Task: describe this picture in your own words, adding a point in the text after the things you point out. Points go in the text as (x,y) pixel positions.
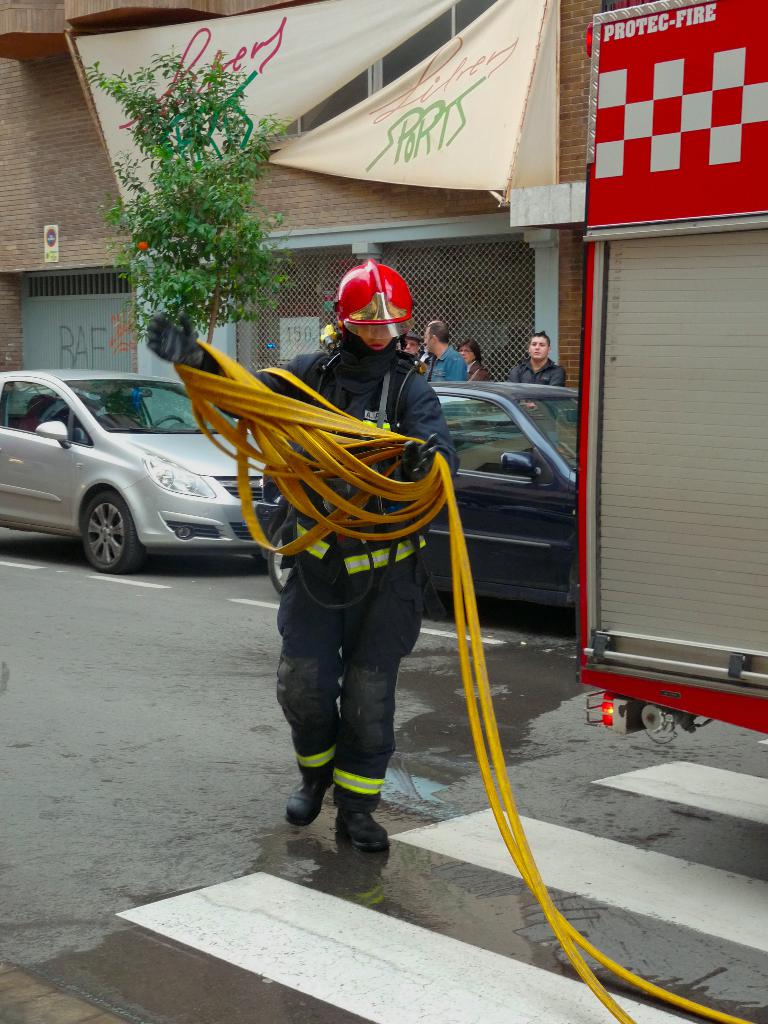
In the image in the center (381,564) we can see one person (362,583) standing and holding yellow color object (372,491) and wearing red color helmet (360,329). In the background (393,179) there is a building (319,220), wall (83,148), tree (240,207), fence (504,309), sign board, banners (371,5), vehicles (739,348) and few people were standing.
